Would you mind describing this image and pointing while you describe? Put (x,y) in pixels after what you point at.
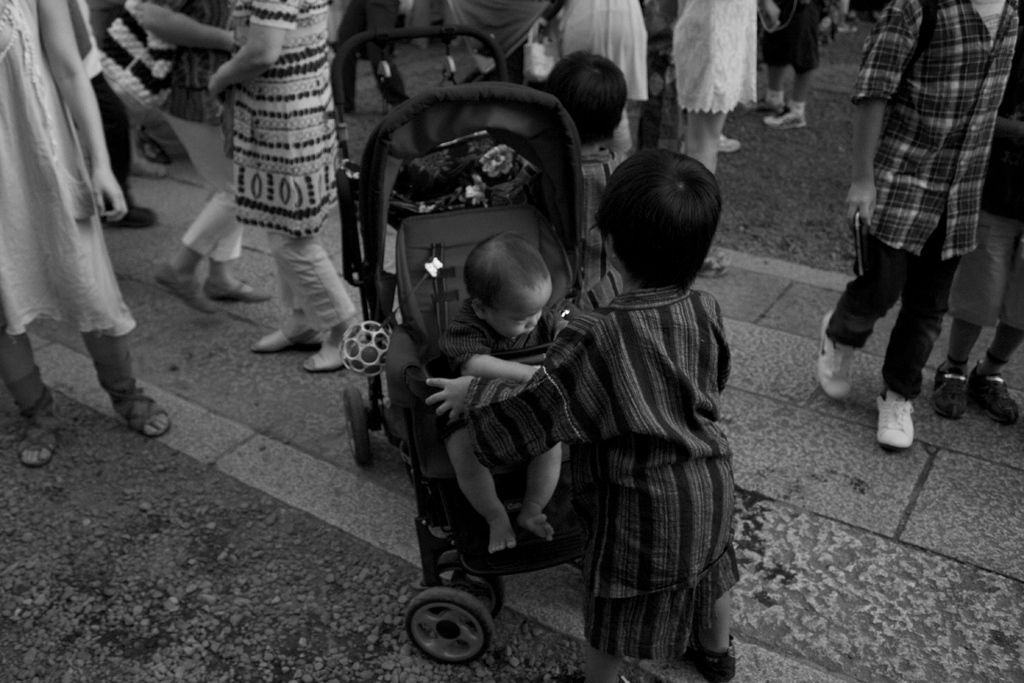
This is a black and white image where we can see a baby (496,326) in a stroller (443,279). In front of the stroller (422,456), we can see a boy (618,489) is standing. In the background (787,79), we can see so many people (247,94). At the bottom of the image (398,520), we can see the floor (818,514).
